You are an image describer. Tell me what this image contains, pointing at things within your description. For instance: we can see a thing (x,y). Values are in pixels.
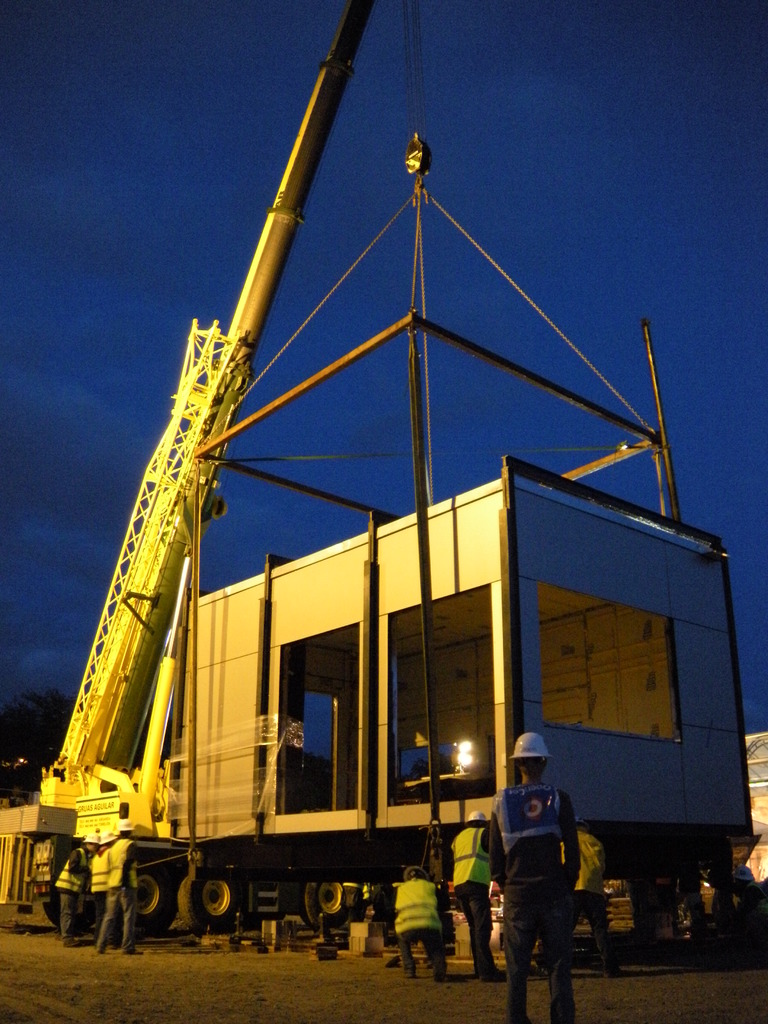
In this image we can see the lifting crane vehicle (260,342). We can also see a cabin (683,831). We can see the people (106,871) wearing the helmets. We can see the lights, and, trees (46,713) and also the sky (130,243) in the background (605,257).
